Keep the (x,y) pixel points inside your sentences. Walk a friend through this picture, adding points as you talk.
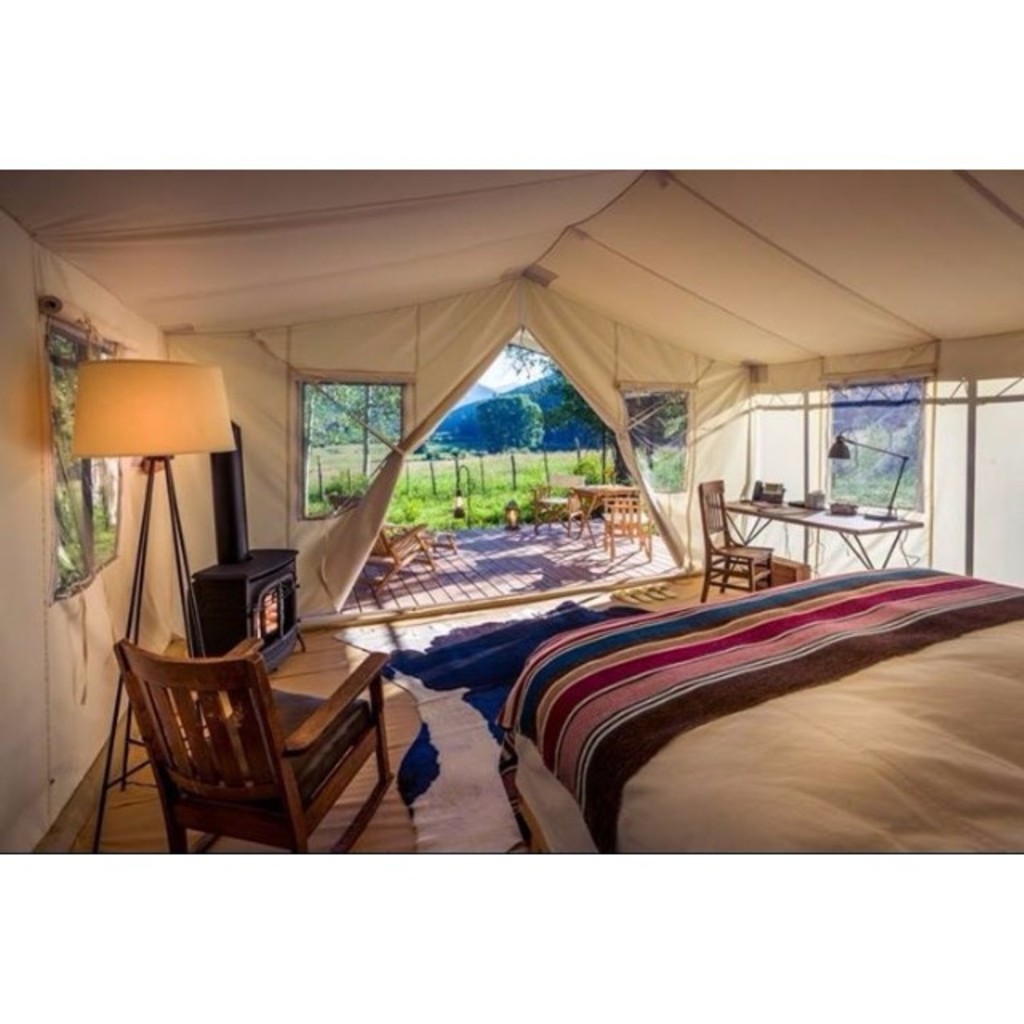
This image is taken in the camp (340,652). In this image there is a lamp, chair (343,726), table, bed (549,752), on the other side there is a table (810,510) with some stuff (856,510) on it and there is a chair (713,520). In the background (453,511) there are chairs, tables (597,492), grass (414,472), trees (512,416), mountains (528,383) and the sky (519,364).
